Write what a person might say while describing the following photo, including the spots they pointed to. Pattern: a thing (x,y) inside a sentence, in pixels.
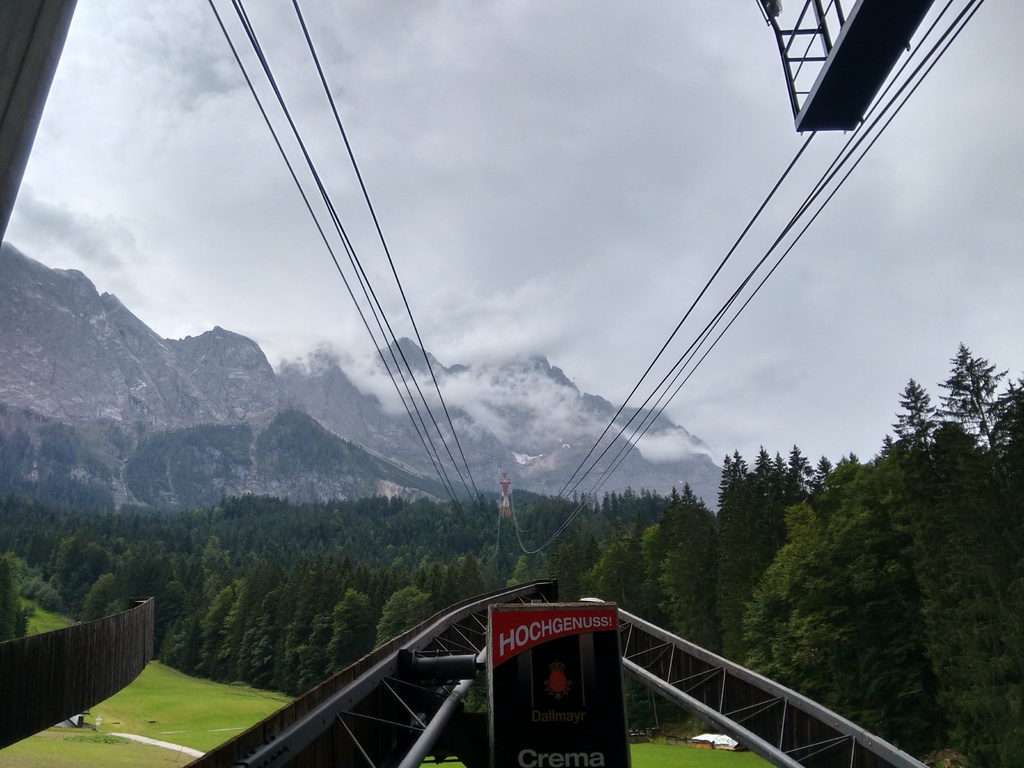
In the picture I can see a board (568,703), ropeway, I can see grasslands (230,719), trees (313,591), mountains (314,494), fog (389,343) and the cloudy sky (440,225) in the background (436,232).
